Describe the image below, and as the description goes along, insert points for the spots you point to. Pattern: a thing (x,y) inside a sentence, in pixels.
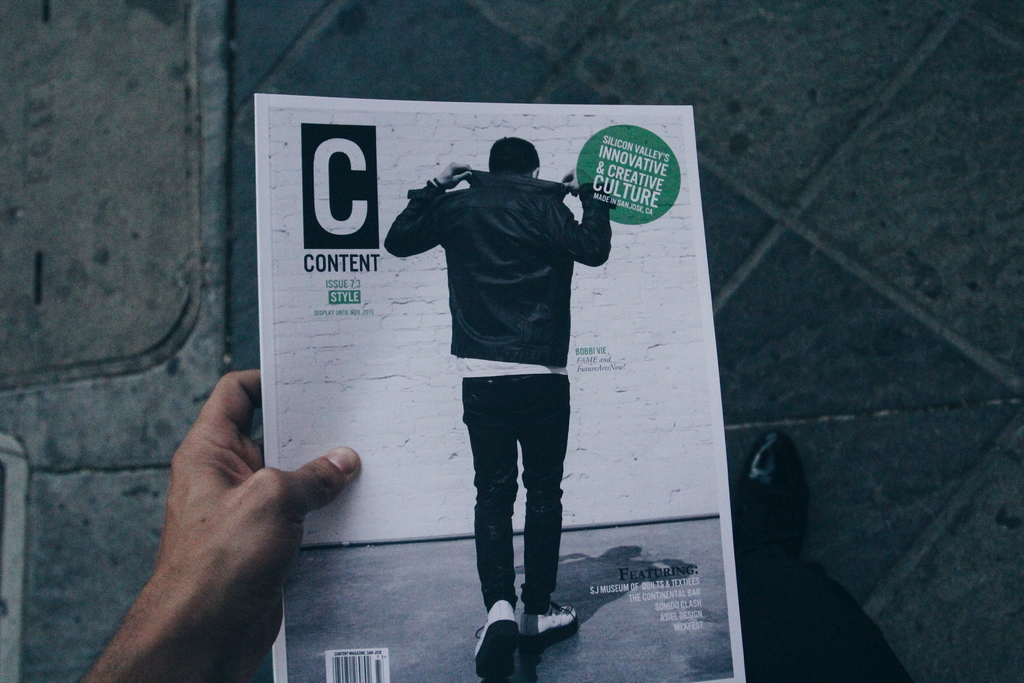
In this picture we can see a person (179,493) holding a magazine (263,273) in his hand (337,469). In this magazine (421,553), we can see a person (468,306) holding a jacket (476,251) with his hands (460,166) and walking on a path (563,597). There is a barcode (353,650) and some text (332,262) is visible in this magazine (364,191). A wall (396,198) is visible in the background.
